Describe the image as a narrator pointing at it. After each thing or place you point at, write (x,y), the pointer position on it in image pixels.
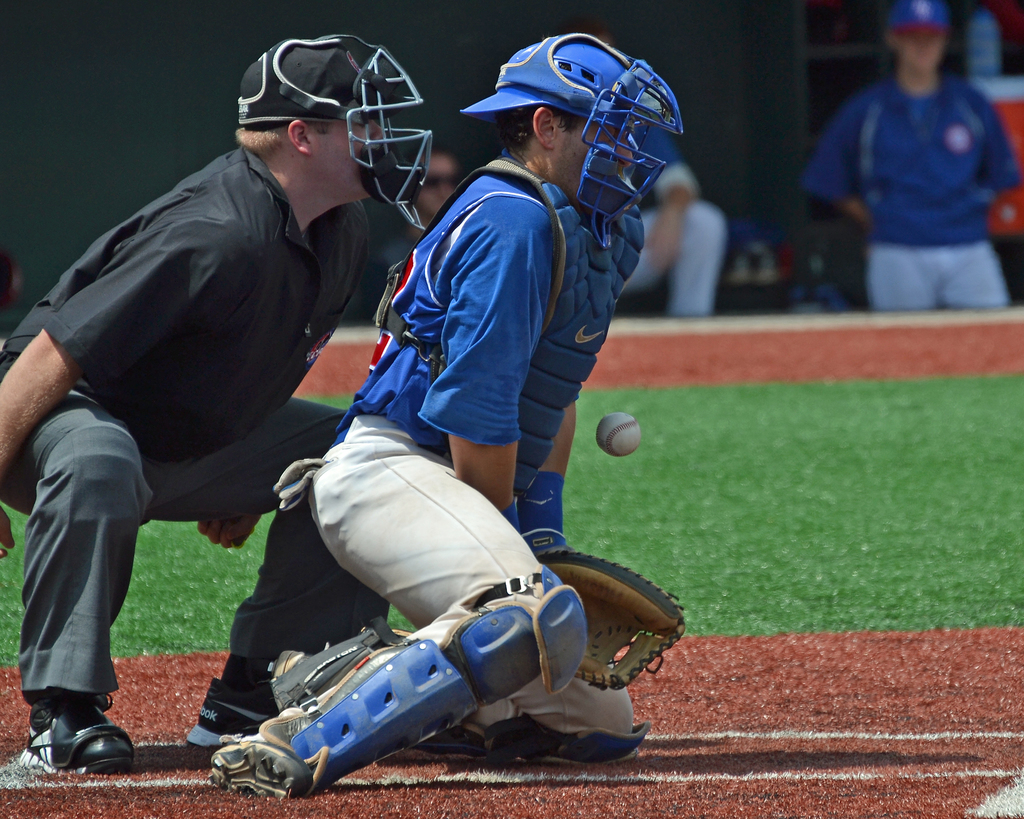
In the picture I can see two persons (302,367) crouching and there is a ball (615,428) in front of them and there is a greenery ground (683,496) beside them and there are few other persons (904,82) in the background (689,177).
